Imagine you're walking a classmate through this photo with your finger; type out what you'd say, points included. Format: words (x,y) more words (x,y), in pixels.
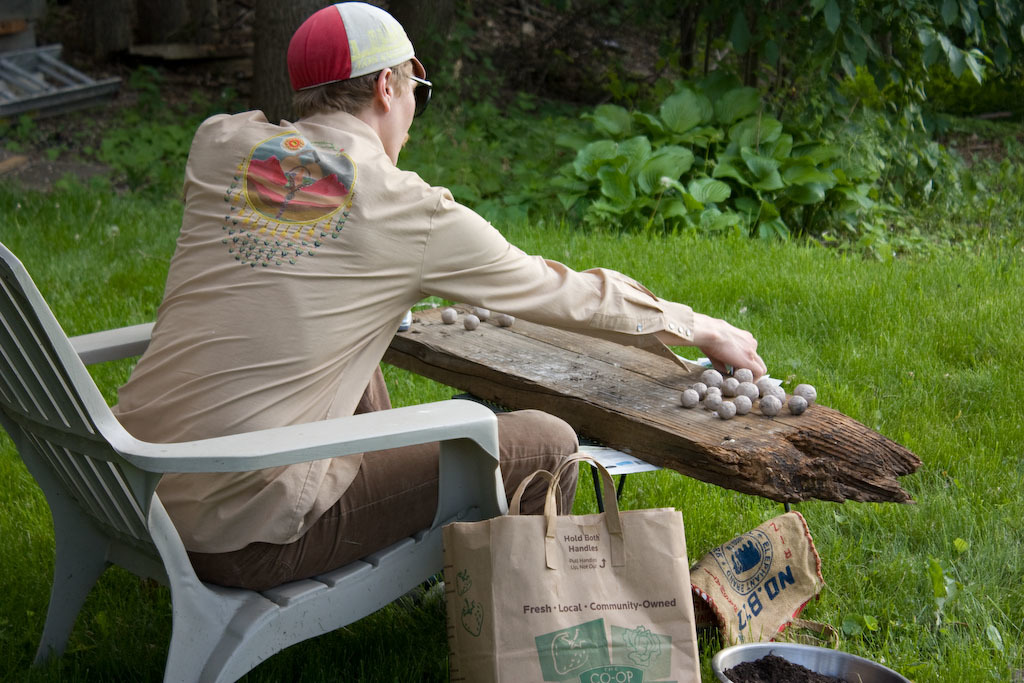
In this image there is a man (245,358) sitting on a chair (117,521) on a grassland (703,252), in front of him there is a table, on that there is a wooden plank (620,402), on that there are few objects (687,395), beside the chair (476,514) there are two bags (666,569), in the background (475,38) there are plants (632,16).
